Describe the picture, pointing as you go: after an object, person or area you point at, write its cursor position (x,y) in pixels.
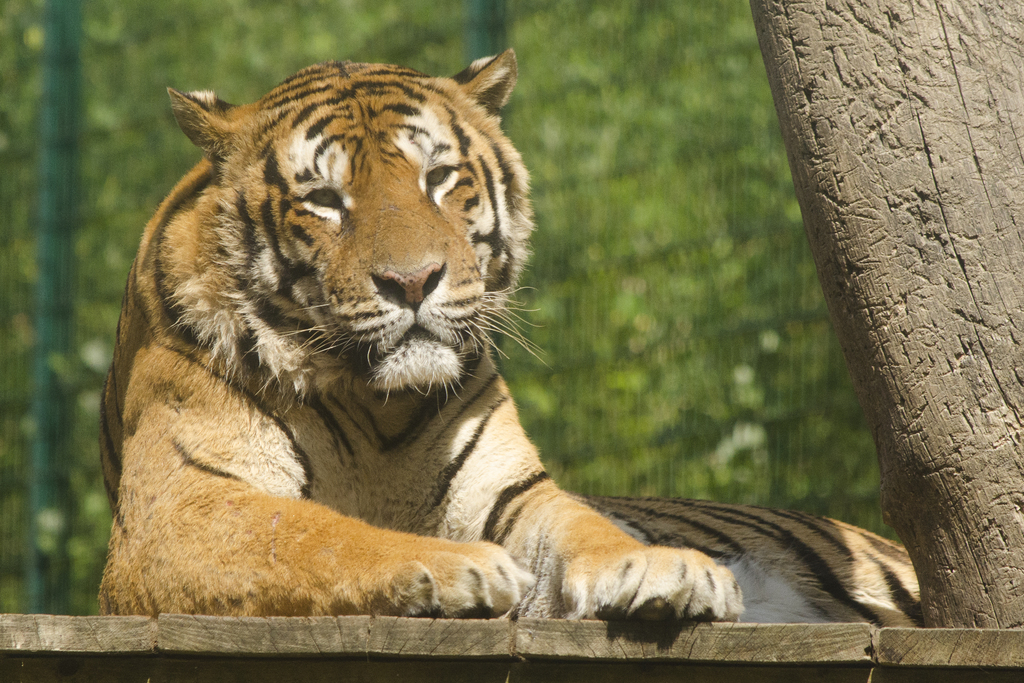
In this image I can see a tiger (381,228) in the front (482,260) and I can also see green colour in the background (745,237). On the right side of the image (891,451) I can see a thing (852,262).
